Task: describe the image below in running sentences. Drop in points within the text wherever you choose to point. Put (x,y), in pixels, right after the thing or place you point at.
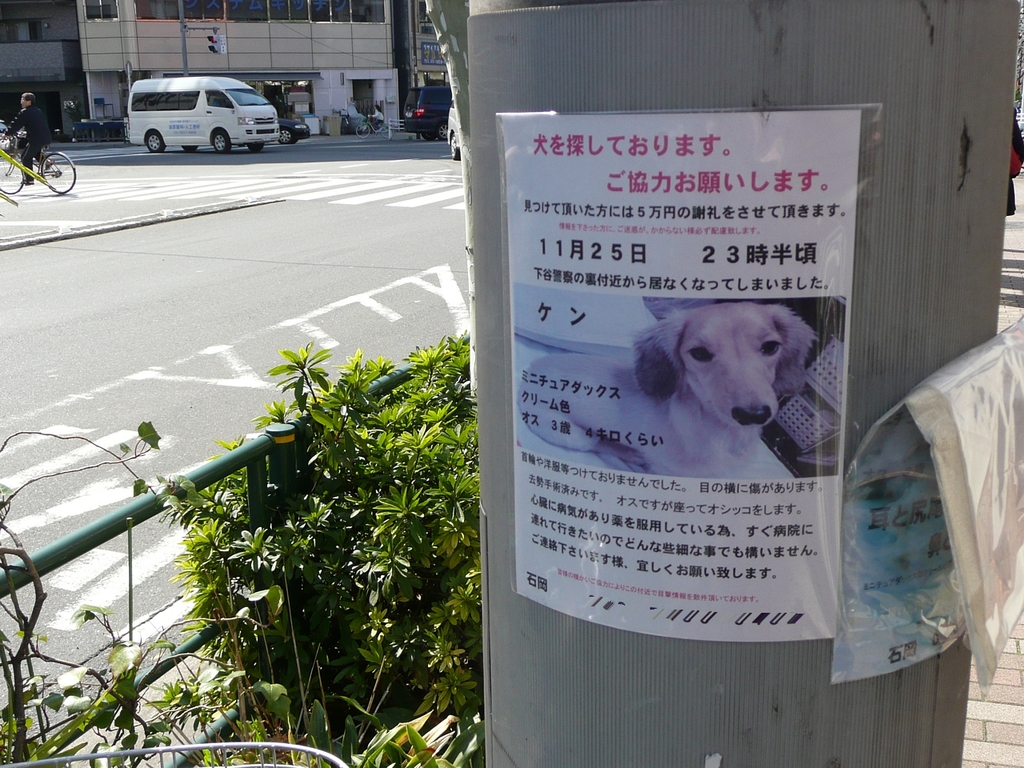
In this image we can see a poster (565,397) pasted on the pole (560,615). In the foreground of the image (237,638) we can see group of plants (217,559) and metal railing (191,640). In the background (428,126), we can see group of vehicles (199,134) parked on the road (379,192). One person (30,122) riding bicycle (26,177), group of buildings (214,71) and some traffic lights (224,44).
